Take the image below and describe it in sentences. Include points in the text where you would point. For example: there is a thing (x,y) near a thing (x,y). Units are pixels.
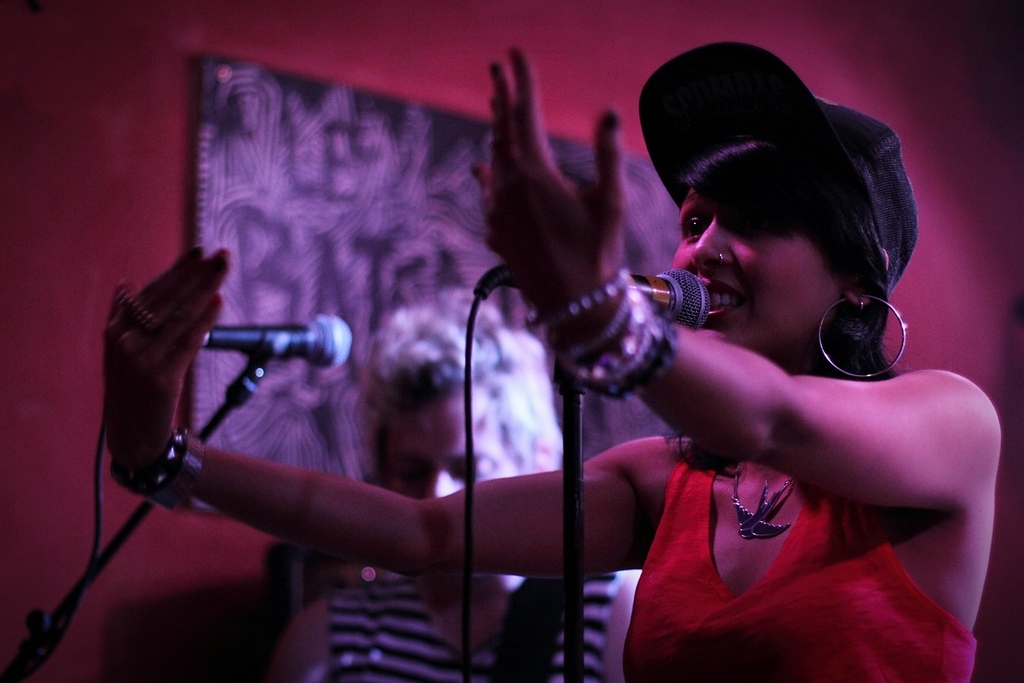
In the foreground of this picture (730,497) there is a woman (746,454) wearing red color dress (828,583), black color cap (733,101), standing and seems to be singing and we can see the microphones (268,333) are attached to the metal stands (580,365). In the background (130,127) there is a wall (84,115) and an object (376,122) hanging on the wall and we can see a person (432,473).
